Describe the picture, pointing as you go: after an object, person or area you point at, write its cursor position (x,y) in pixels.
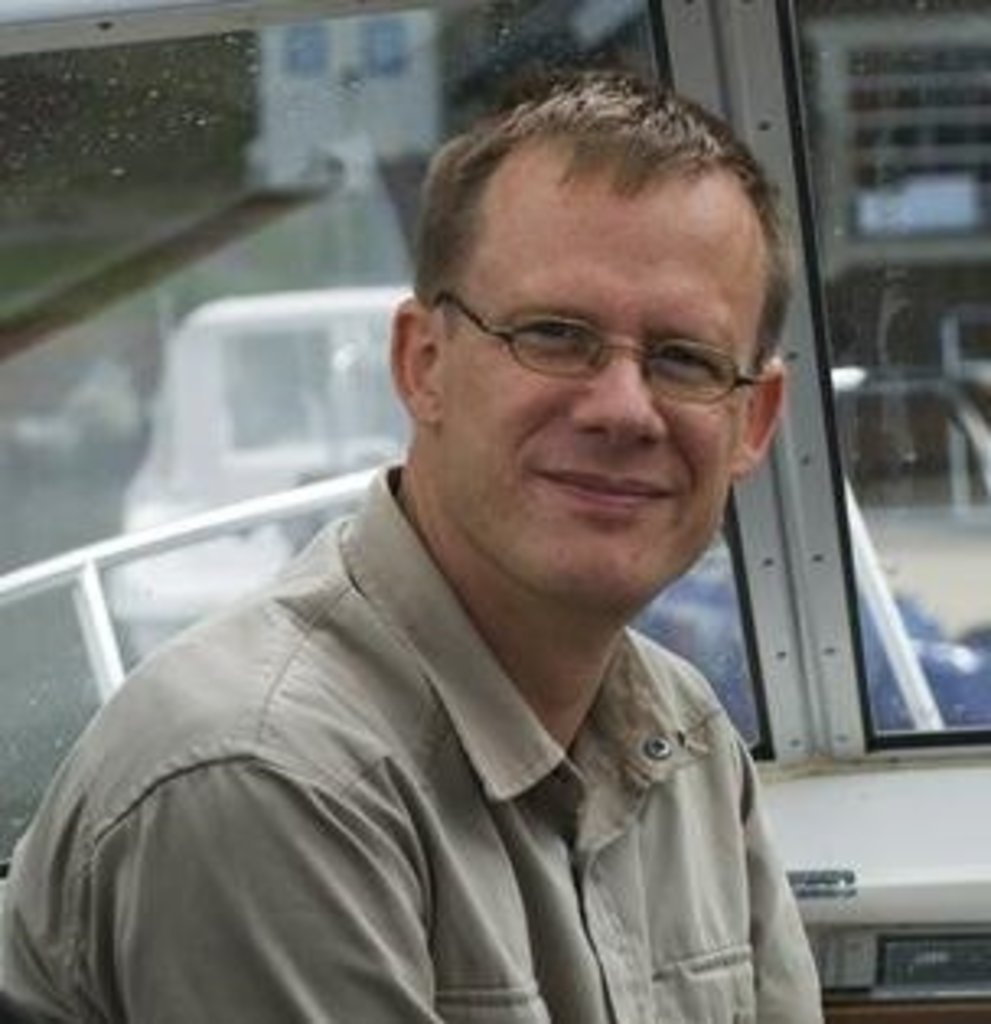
In this image I can see a person (534,508) wearing spectacle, might be visible in the vehicle (322,10), through the window (186,342) of the vehicle (133,386), I can see might be the wall (269,116), some other objects (117,410).
